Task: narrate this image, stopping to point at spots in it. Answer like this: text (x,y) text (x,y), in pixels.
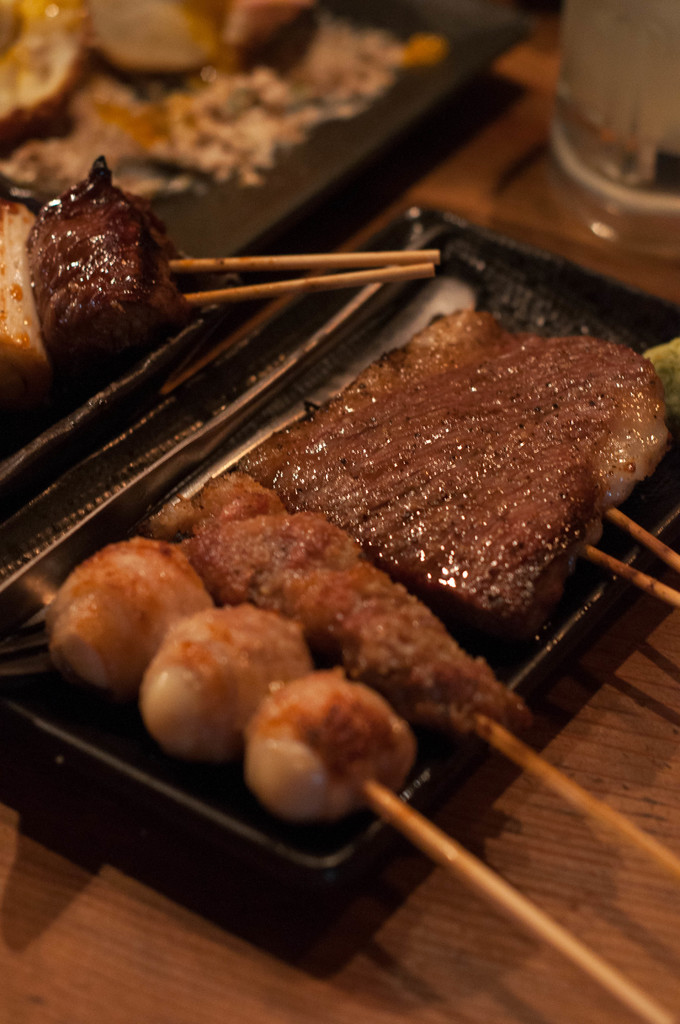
In this image I can see food items (416,594) in the black color plate (331,822). I can see a plate (302,837) and few objects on the brown color table (600,919).
